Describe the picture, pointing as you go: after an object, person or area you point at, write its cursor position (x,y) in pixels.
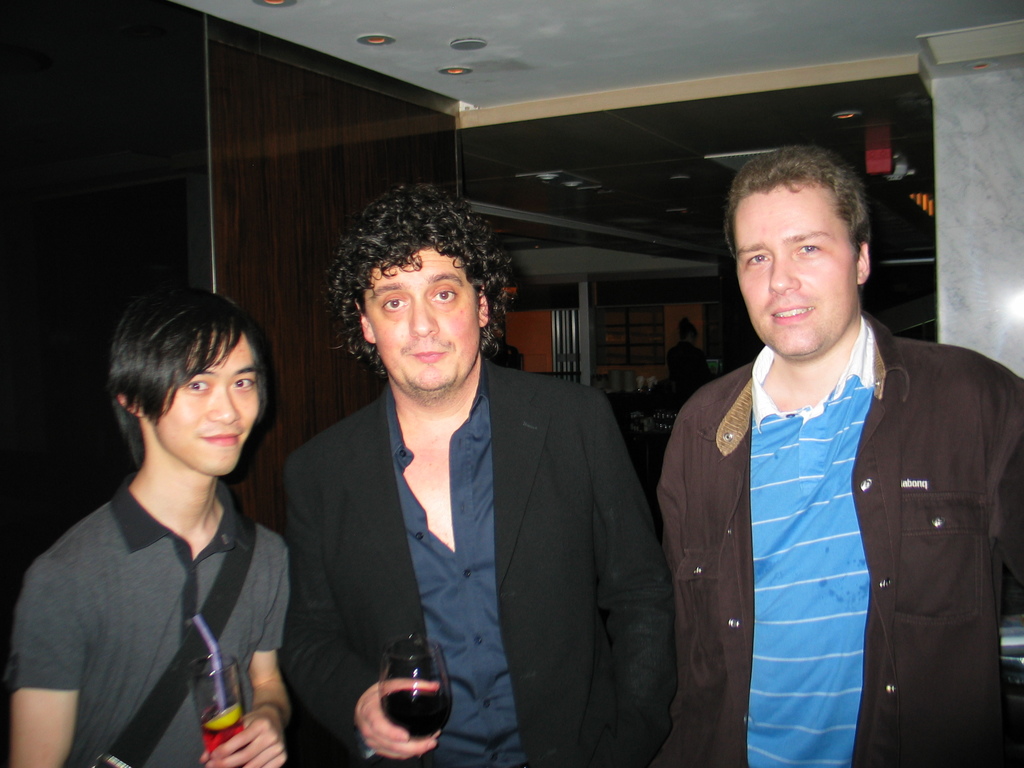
In this image, we can see three people (549,529) are smiling and seeing. Here two persons (255,742) are holding glasses (439,704) with liquid (219,734). Background (310,202) we can see pillar (581,318), wall (297,204), some objects (662,330), lights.
